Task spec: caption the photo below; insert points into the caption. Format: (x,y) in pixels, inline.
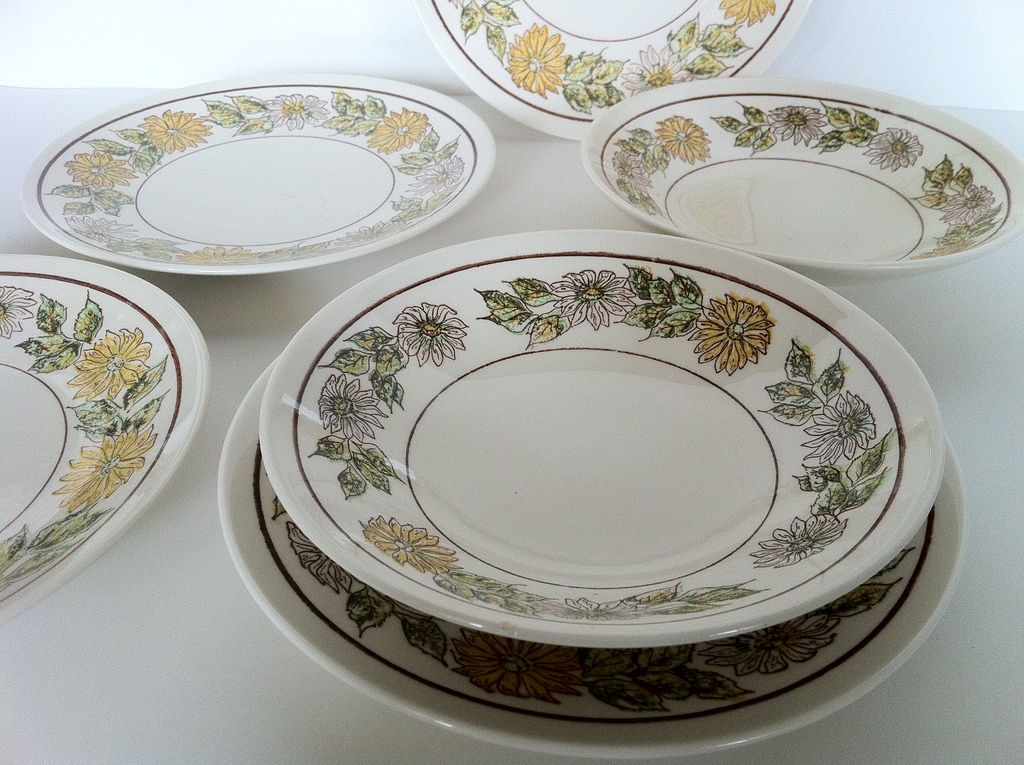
In this image I can see few white colour plates (360,246). On these plates (422,286) I can see design (649,70) of flowers (111,442).
